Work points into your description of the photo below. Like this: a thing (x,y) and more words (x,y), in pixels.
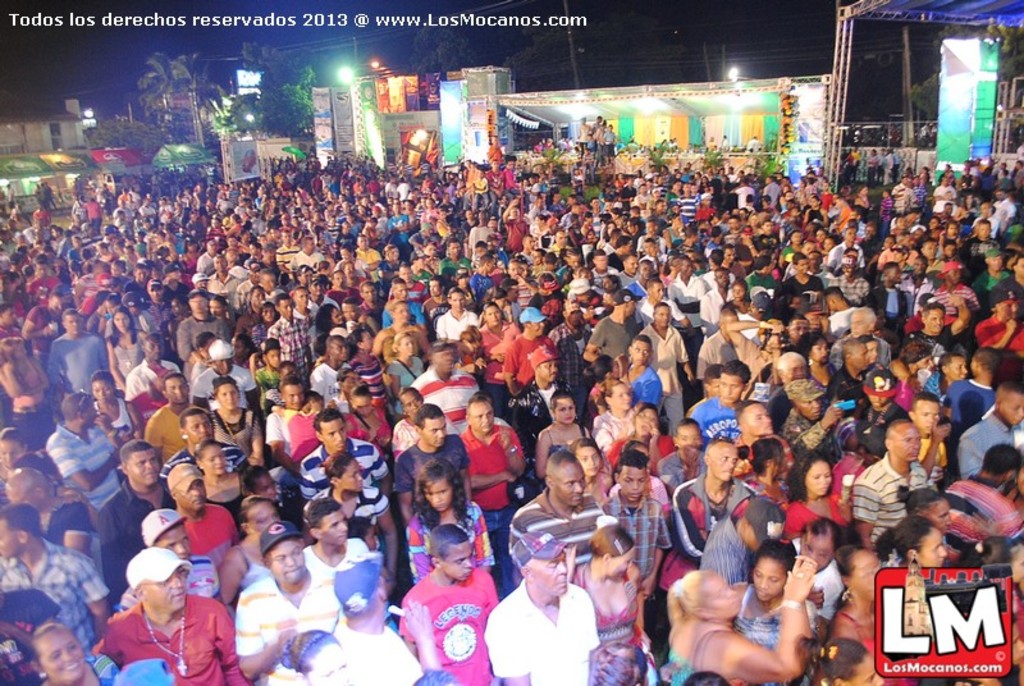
In this picture we can see many people (614,540), lights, wire (657,64), poles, trees (305,112), a few people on the stage (761,90) and other objects (711,157). We can see a watermark (926,633) and some text (902,668) in the bottom right (983,613). There is the text (424,17) and a symbol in the top left (271,16).
